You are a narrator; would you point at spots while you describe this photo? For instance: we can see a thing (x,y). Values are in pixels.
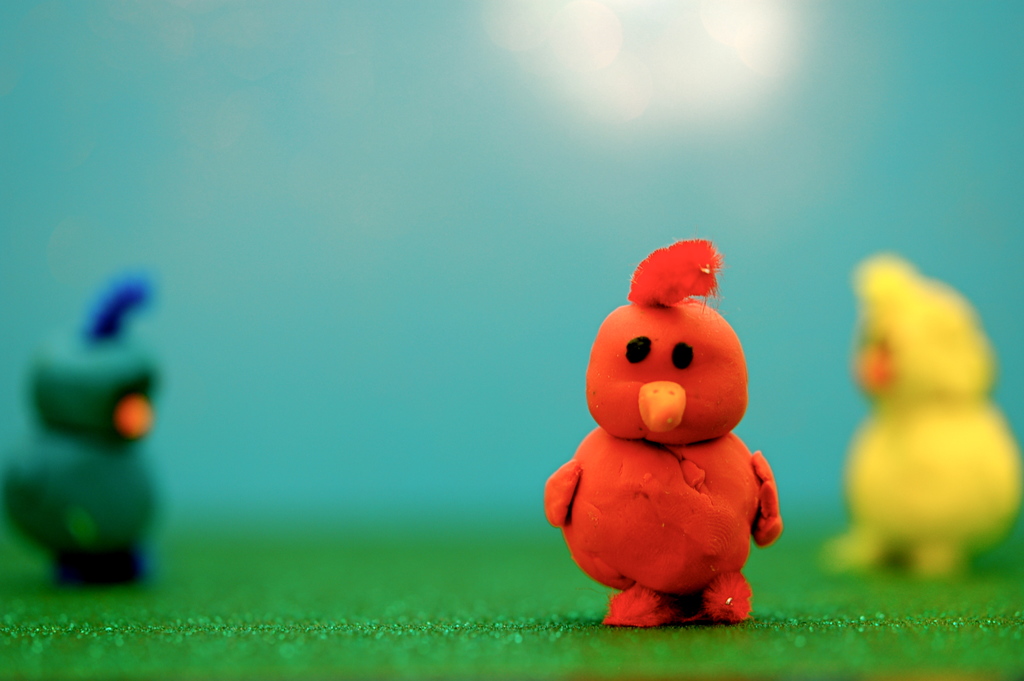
In the foreground (658,492), I can see a red color toy (695,419). In the background (891,334) I can see two more toys (61,509) which are in yellow and green color. These three toys (106,479) are placed on a green color sheet (326,623). The background (202,138) is blurred.
